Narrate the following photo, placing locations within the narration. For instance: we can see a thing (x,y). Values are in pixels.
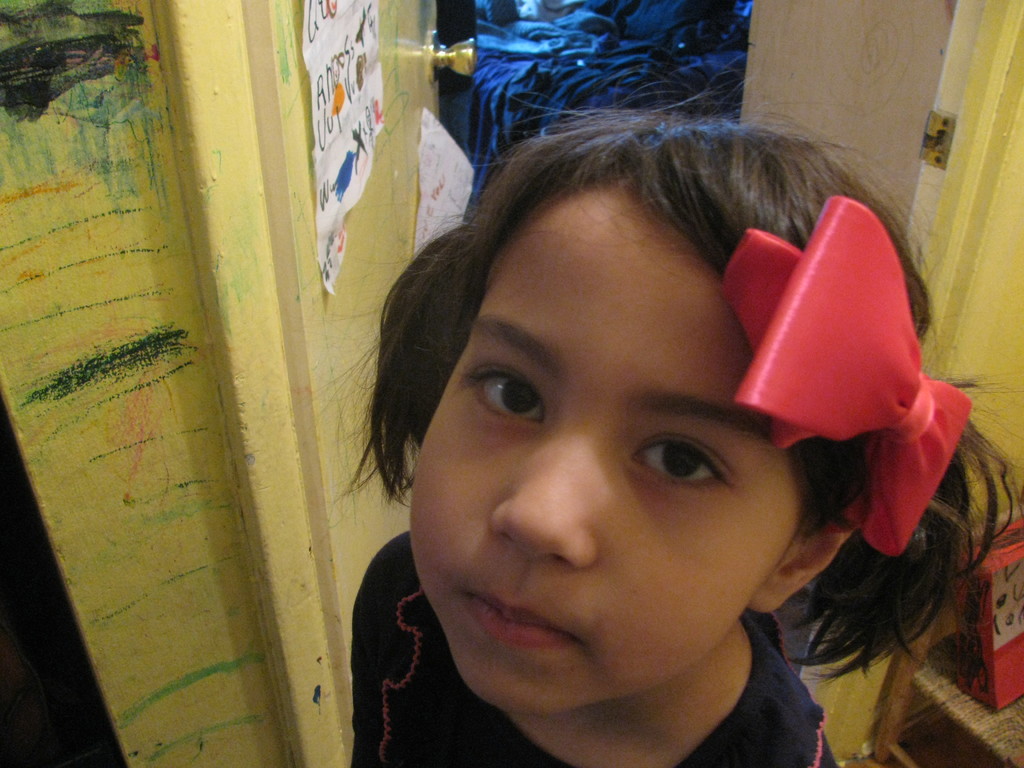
In this image there is a girl (655,288) wearing a black top (810,741) and red colour clip (767,279) which is on her head (901,249). Beside her there is a door (408,99). There is a bed (539,95) having few clothes (562,69) on it.
